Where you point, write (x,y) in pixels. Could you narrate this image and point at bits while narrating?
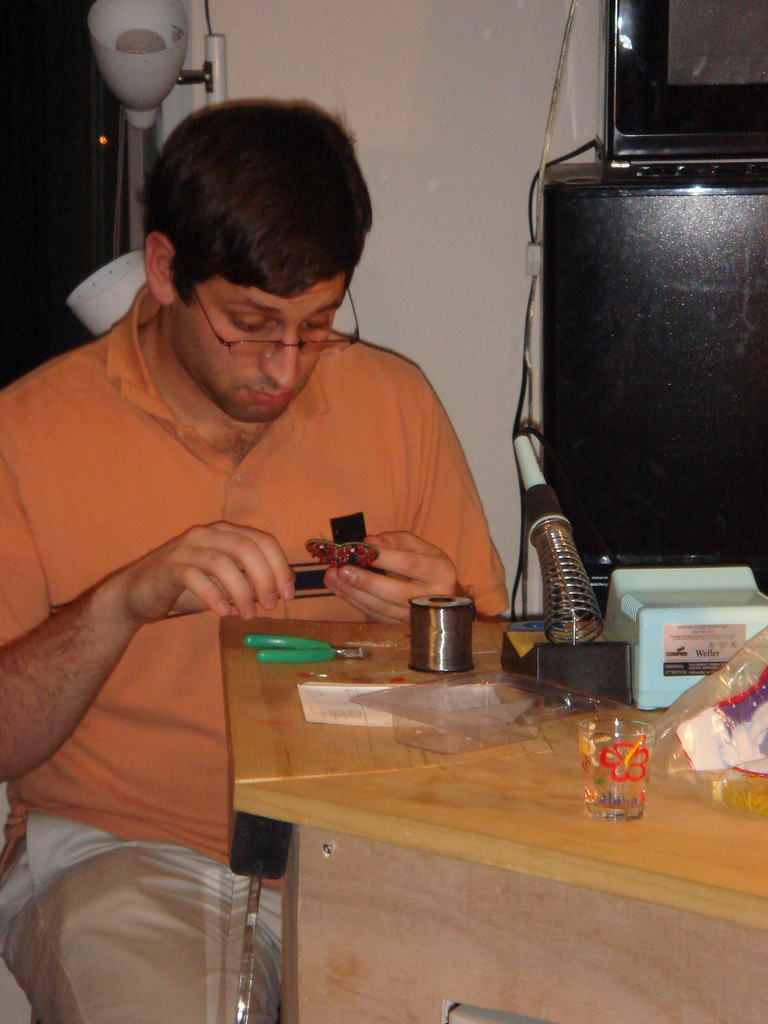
In this picture, There is a table (590,826) in yellow color on that table (654,786) there is a black color object (641,320) and there is a television (669,125) in black color, In the left side (221,663) there is a man (150,466) sitting, In the background (399,134) there is a white color wall (261,46) and a light (128,71) in white color.
